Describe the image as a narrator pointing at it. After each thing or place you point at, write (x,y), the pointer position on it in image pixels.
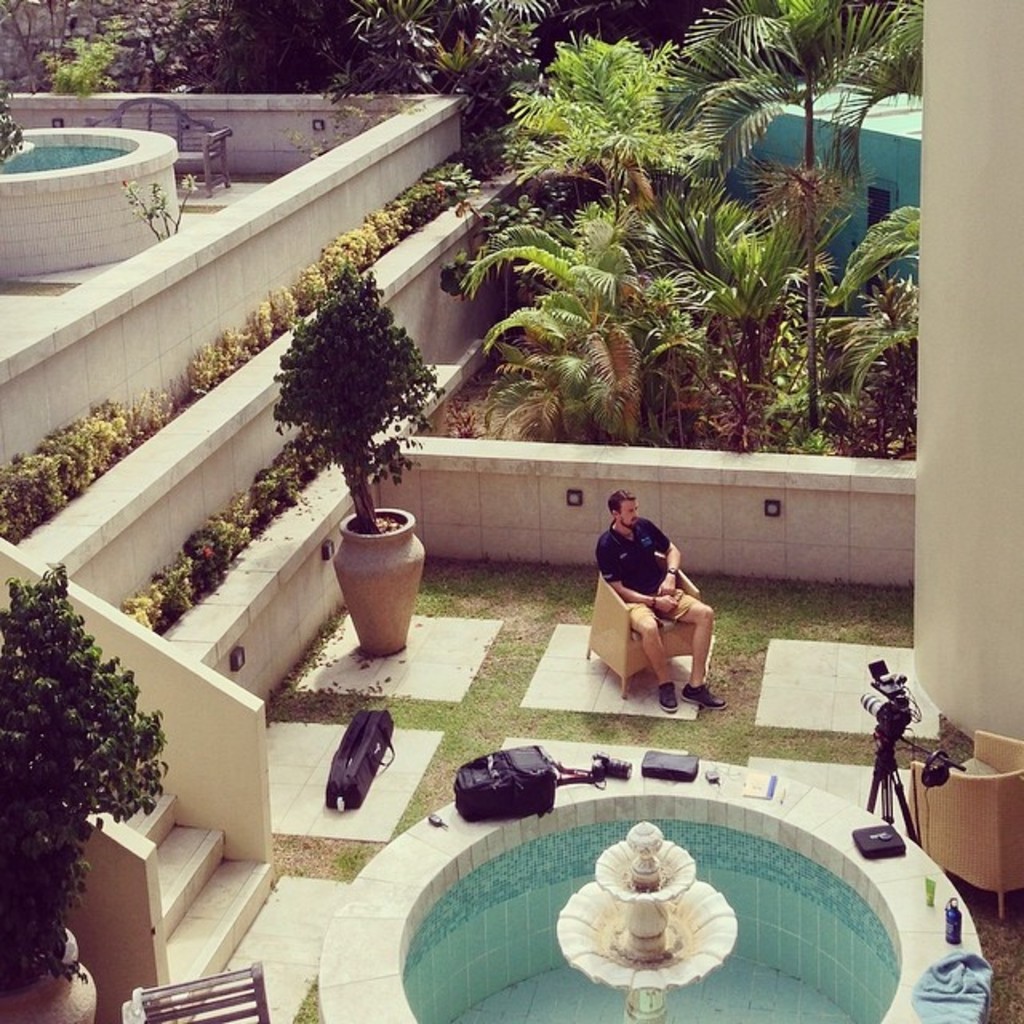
In the image we can see a person (643,605) sitting, wearing clothes (652,591), a wrist watch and shoes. Here we can see the video camera (893,709) on the stand (881,761), bags (387,747) and other objects (674,760). Here we can see grass (477,708), stairs (168,836), plant pots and trees (373,88). Here we can see the bench (193,153) and the fountain (831,857).
